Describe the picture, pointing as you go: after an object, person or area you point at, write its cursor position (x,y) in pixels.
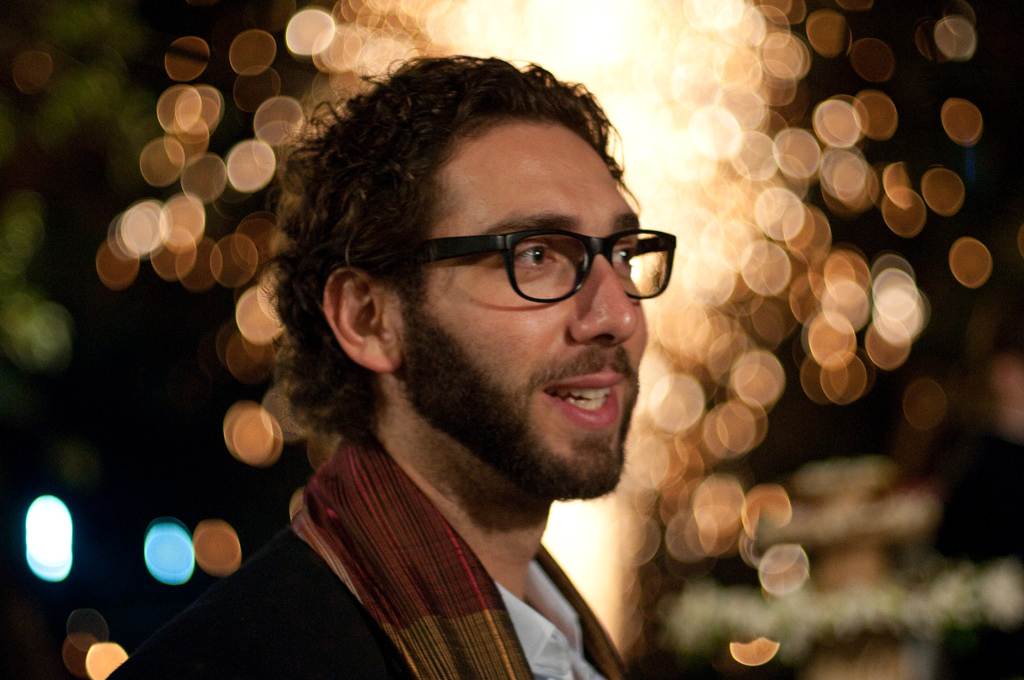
In the middle of the image (483,360) we can see a man (503,368), he wore spectacles (627,282), in the background (743,432) we can find few lights (769,225).
